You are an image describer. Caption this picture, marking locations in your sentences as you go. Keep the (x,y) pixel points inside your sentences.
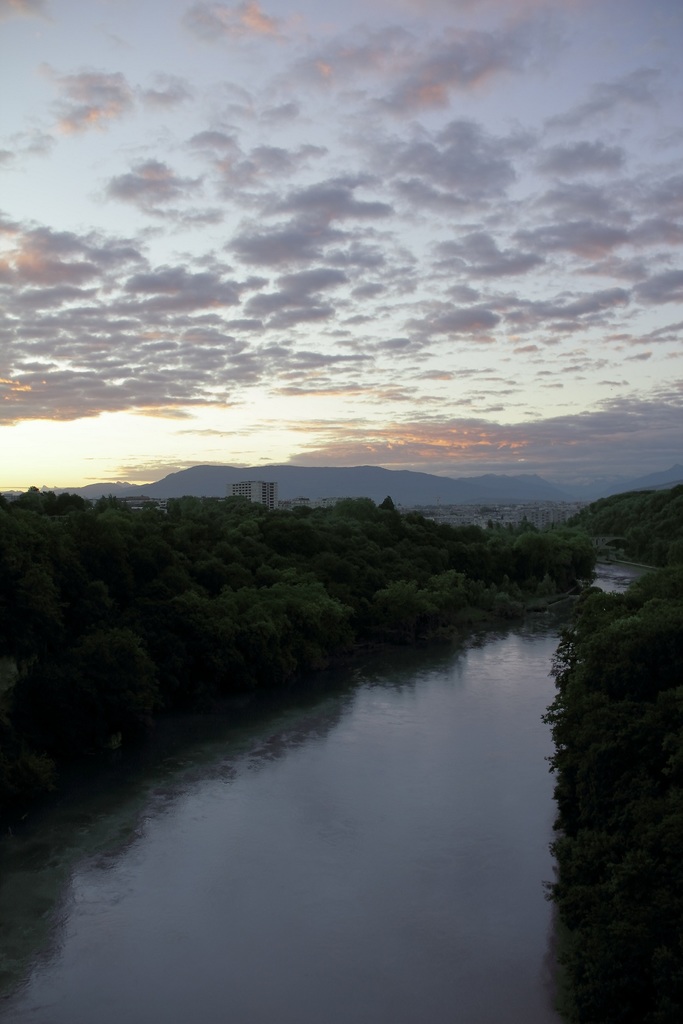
In this picture there is a river (355,955). On both the side there are many trees (431,561). In the background (378,467) there is a mountain (371,492) and cloudy sky (377,394).
